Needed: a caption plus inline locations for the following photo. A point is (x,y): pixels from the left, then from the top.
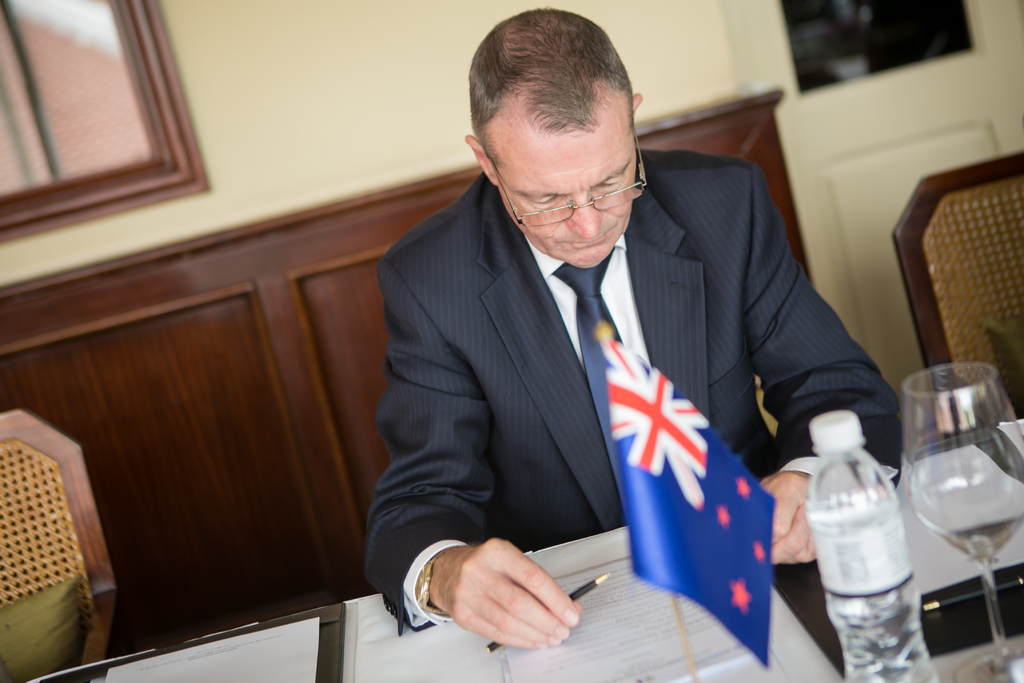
In this image there is a person (483,384) sitting and writing with a pencil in a paper (632,627) there is bottle (818,479), glass (905,471), flag (671,566) in table (946,679) and in back ground (207,360) there is wall (314,197), cupboard (262,264).
